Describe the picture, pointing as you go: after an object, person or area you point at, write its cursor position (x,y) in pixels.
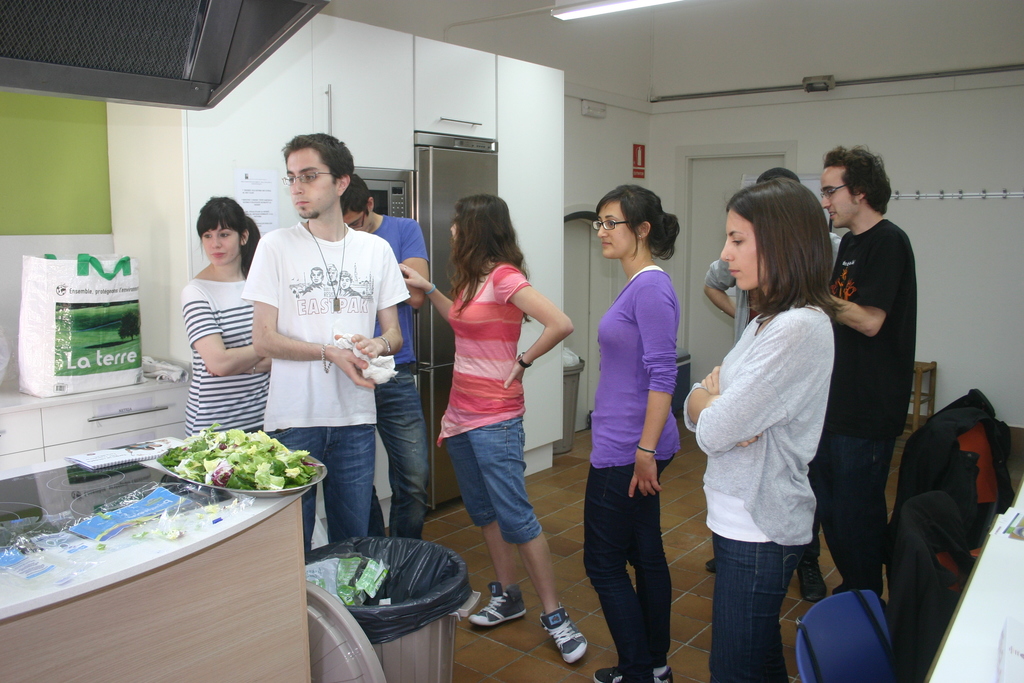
This picture is clicked inside the room (511,52). In this picture, we see many people (883,301) are standing. In the right bottom of the picture (967,581), we see a white table (1017,576) and beside that, there are chairs (857,630). At the bottom of the picture (346,586), we see a garbage bin (374,597). Beside that, we see a table (199,578) on which papers (39,570), book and a tray (272,493) containing chopped vegetables (270,447) are placed. Behind that, we see a white cupboard (93,400) on which plastic bag (94,314) is placed. Beside that, we see a white cupboard (279,125) on which white poster (261,207) is pasted. In the background (616,125), we see a white wall (687,123) and a white door (724,189).
